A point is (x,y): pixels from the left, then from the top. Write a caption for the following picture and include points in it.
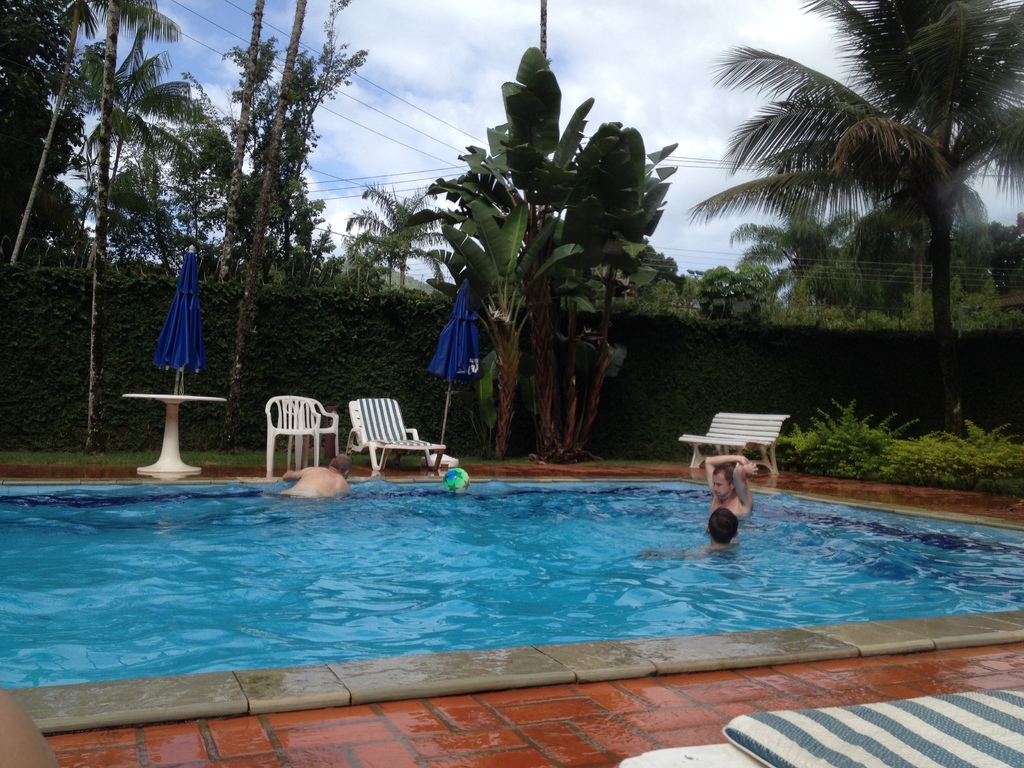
The image is taken in the outdoor. In the center of the image (431,490) there is a swimming pool (463,566) three of them are swimming. In the background (267,462) there is table (190,470), chairs (374,443), bench (696,438), trees (549,360) and a sky (628,93).
